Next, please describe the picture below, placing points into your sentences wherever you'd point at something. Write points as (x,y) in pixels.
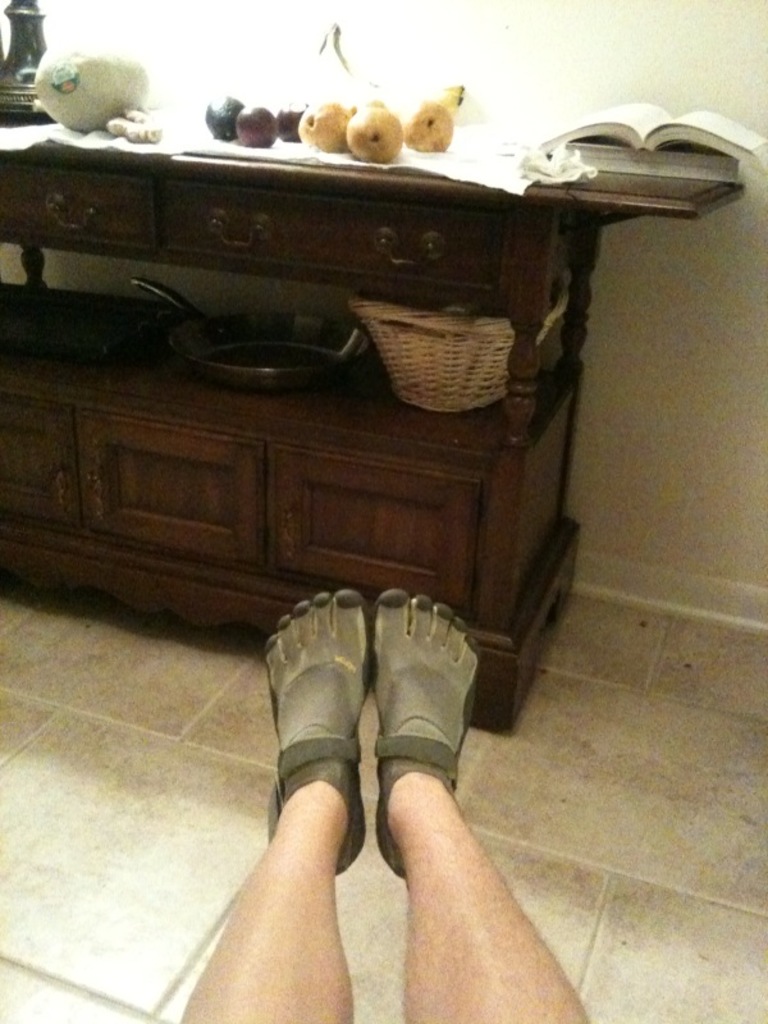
In this image I can see a person's legs (305,855). Here I can see a table (291,212) which has fruits (323,148), book (635,148) and some other objects (544,163) on it. I can also see a wall (656,411).
